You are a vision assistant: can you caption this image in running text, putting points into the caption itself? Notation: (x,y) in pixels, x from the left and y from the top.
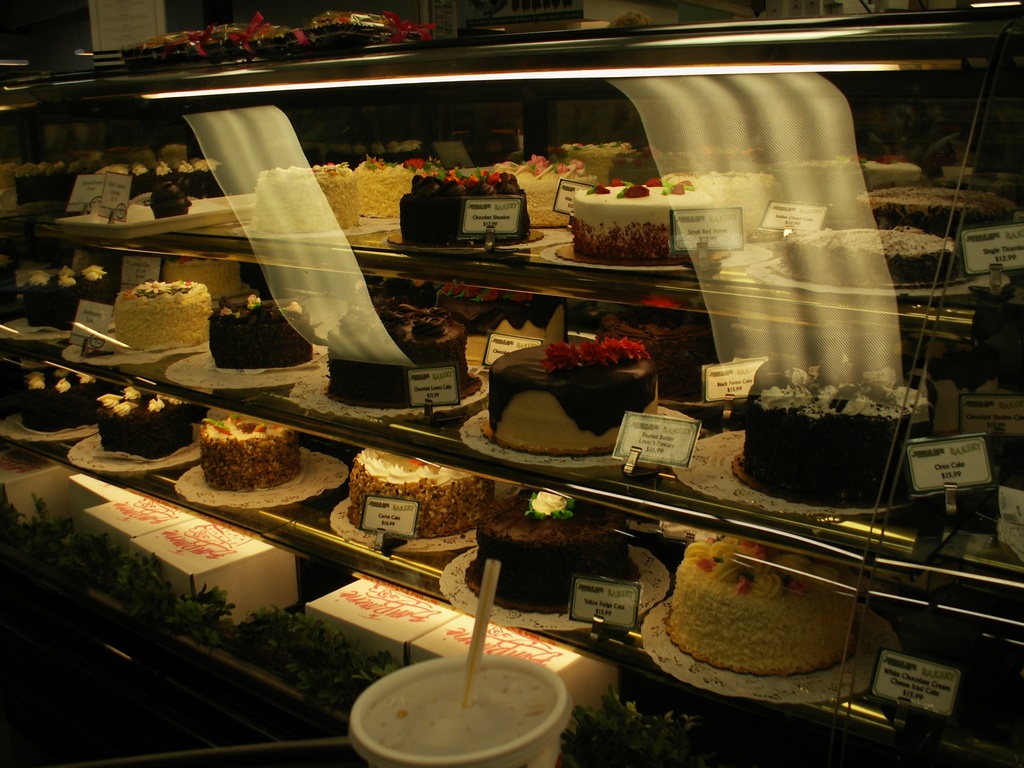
In this image we can see a rack (540,265) with cakes (561,310), boxes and boards (520,342) with some text (156,523), on the rack (181,99), we can see some objects (645,434) and also we can see a cup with a straw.
